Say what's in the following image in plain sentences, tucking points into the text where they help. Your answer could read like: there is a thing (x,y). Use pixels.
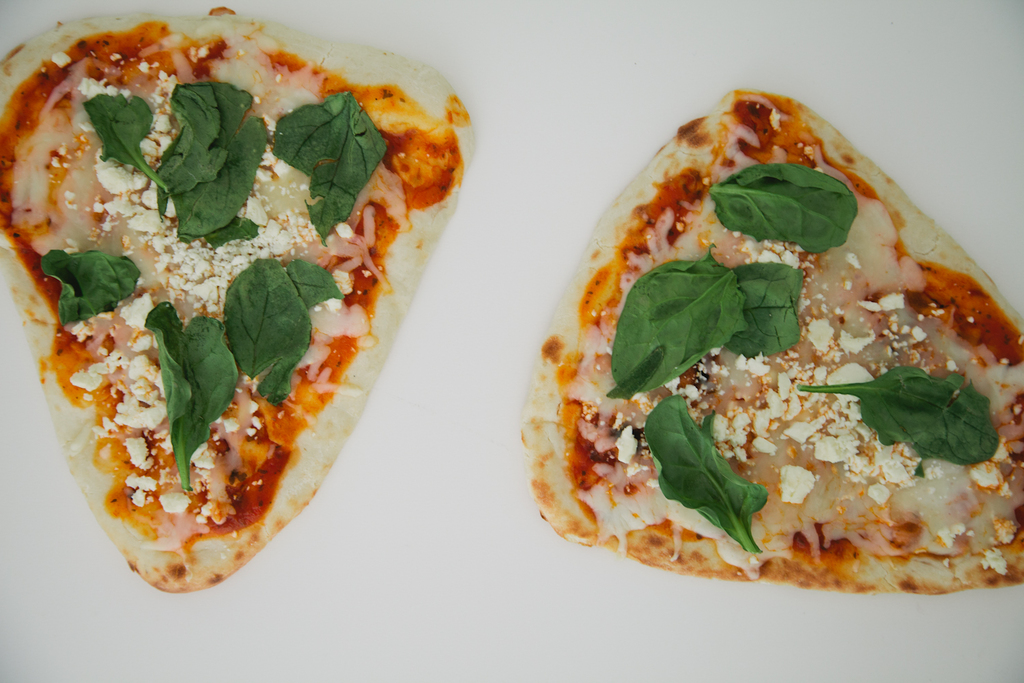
In this picture I can observe some food (596,314) placed on the white color surface (463,402). The food (733,309) is in cream, green and brown color.
